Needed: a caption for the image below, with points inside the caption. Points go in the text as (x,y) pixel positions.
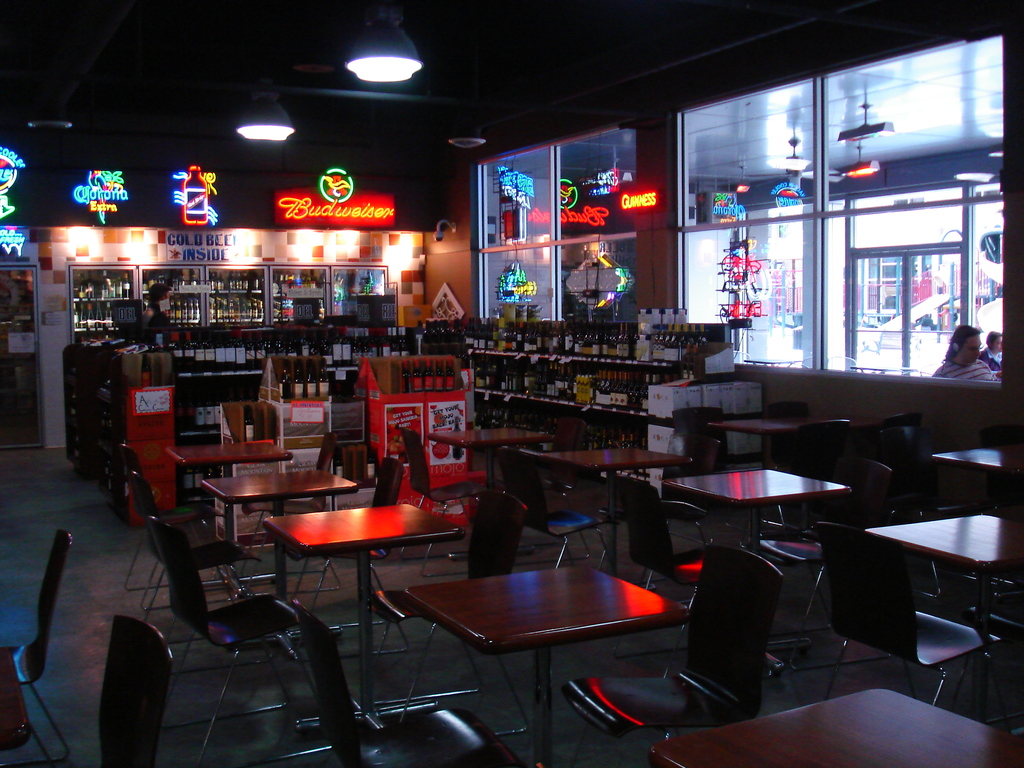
In this picture we can see there are chairs (327,656) and tables (370,514) on the floor (63,598). Behind the tables (330,529) there are bottles (336,356) in and on the racks (588,401). Behind the racks (516,355) there is a wall (451,237) with light name boards (311,208) and glass windows (496,222). Those are looking like refrigerators (230,272) and in the refrigerators (275,269) there are some bottles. At the top (275,136) there are lights (274,118). Behind the glass windows (876,303) we can see there are two people (969,325).
